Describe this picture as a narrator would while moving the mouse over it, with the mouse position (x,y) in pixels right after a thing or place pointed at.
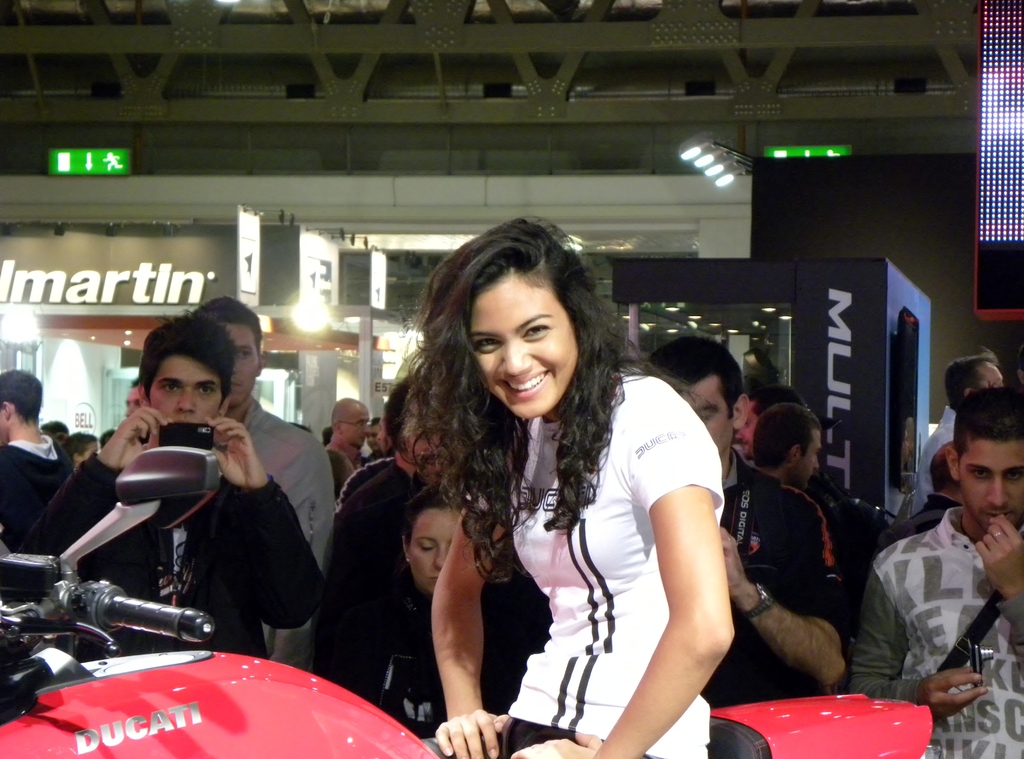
In the image there are group of people (637,422). In middle (652,502) there is a woman (652,504) who is sitting on bike (176,464) and smiling. On right side (955,533) there is a man (983,599) wearing a bag (989,620) holding a camera (981,664). On left side (300,567) there is another man (278,553) who is holding his mobile (207,428), in background (122,358) we can see hoardings (814,291), light (321,311), pillar (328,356), wall (349,289) which is in green color.
